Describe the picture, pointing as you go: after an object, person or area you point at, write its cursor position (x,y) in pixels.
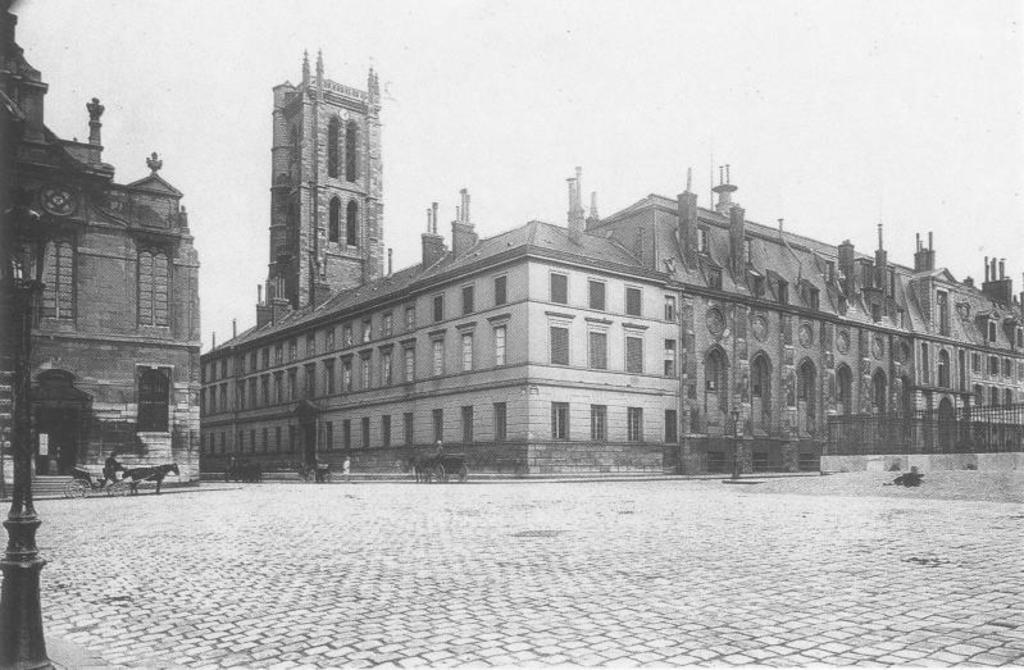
Here this is a black and white image, in which we can see buildings (303,375) with number of windows (408,423) and doors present over a place and we can also see horse carts (124,481) present on the road (204,497) and we can see the sky (387,167) is cloudy.
